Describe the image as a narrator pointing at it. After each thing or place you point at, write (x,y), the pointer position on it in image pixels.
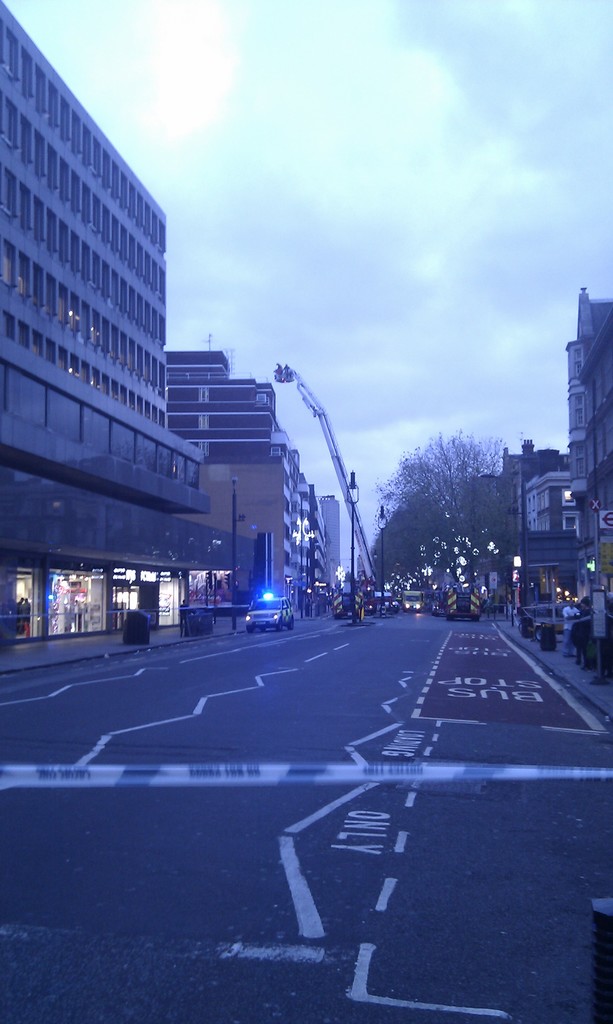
In this image in the background (240,555) there are buildings (584,495), trees (420,562), lights (458,562) and there are vehicles (270,593) and there are persons (574,612) and the sky (358,170) is cloudy.
